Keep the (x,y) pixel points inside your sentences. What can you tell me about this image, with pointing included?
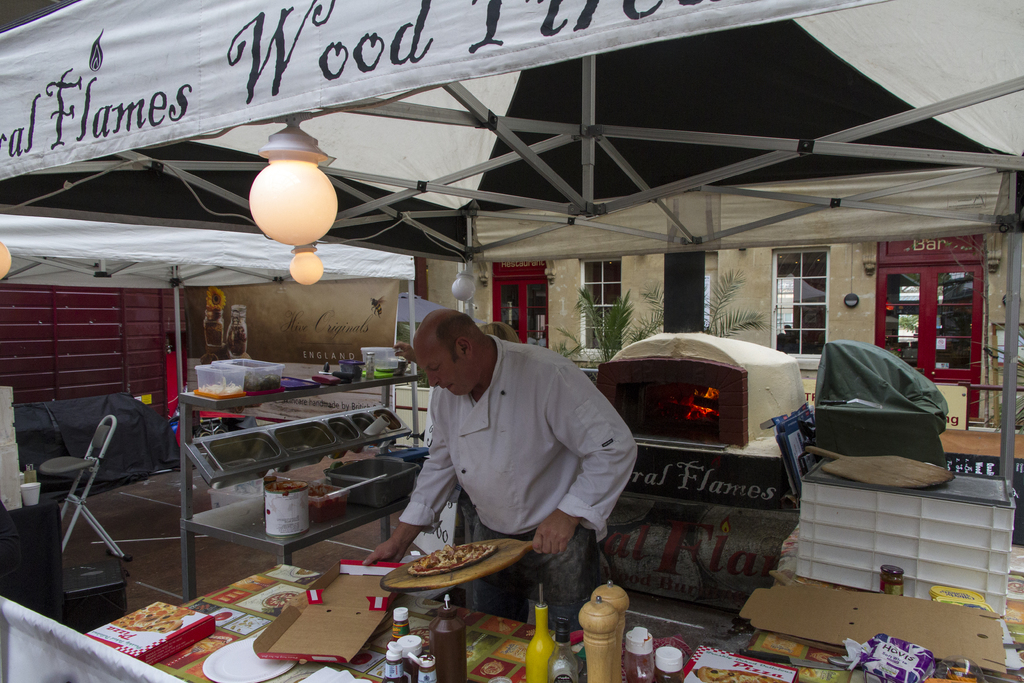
In the middle of the image (527,392), there is a person (552,382) in white color shirt (520,395), holding a wooden plate (501,542) which is having a pizza (420,559) with one hand (543,551) and holding a box (341,657) which is opened, with other hand (391,550) in front of the table (272,601) on which, there are bottles (546,649) and other objects (613,662). Above him, there is a light (312,162) attached to the tent (268,20). In the background (931,286), there is a building (648,278) which is having glass windows (802,268), there is another tent (137,239), there is a chair (80,460) and there are other objects (86,341).
